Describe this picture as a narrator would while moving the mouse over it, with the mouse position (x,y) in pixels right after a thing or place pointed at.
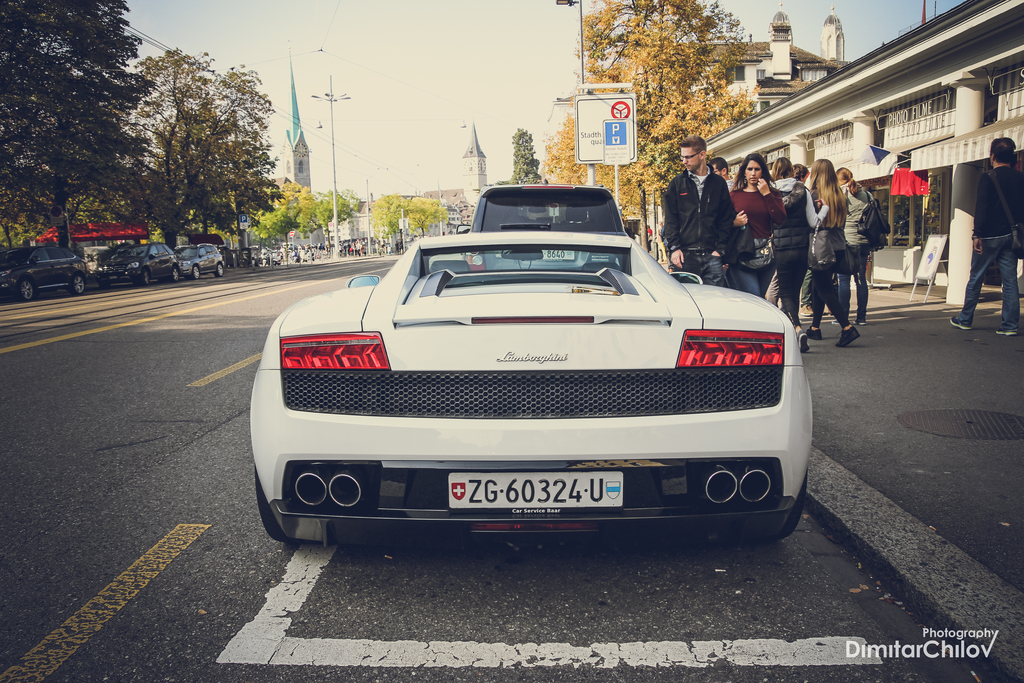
In this picture there are vehicles (507,370) on the road (944,665) and there are group of people (720,242) walking on the road (920,372) and there are trees (8,19) and poles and there are buildings (938,227) and there are boards (611,111) on the poles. At the top (480,47) there is sky (463,71). At the bottom (196,572) there is a road (216,542). At the bottom right (852,655) there is text (886,648) and there is a flag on the building (903,159).
